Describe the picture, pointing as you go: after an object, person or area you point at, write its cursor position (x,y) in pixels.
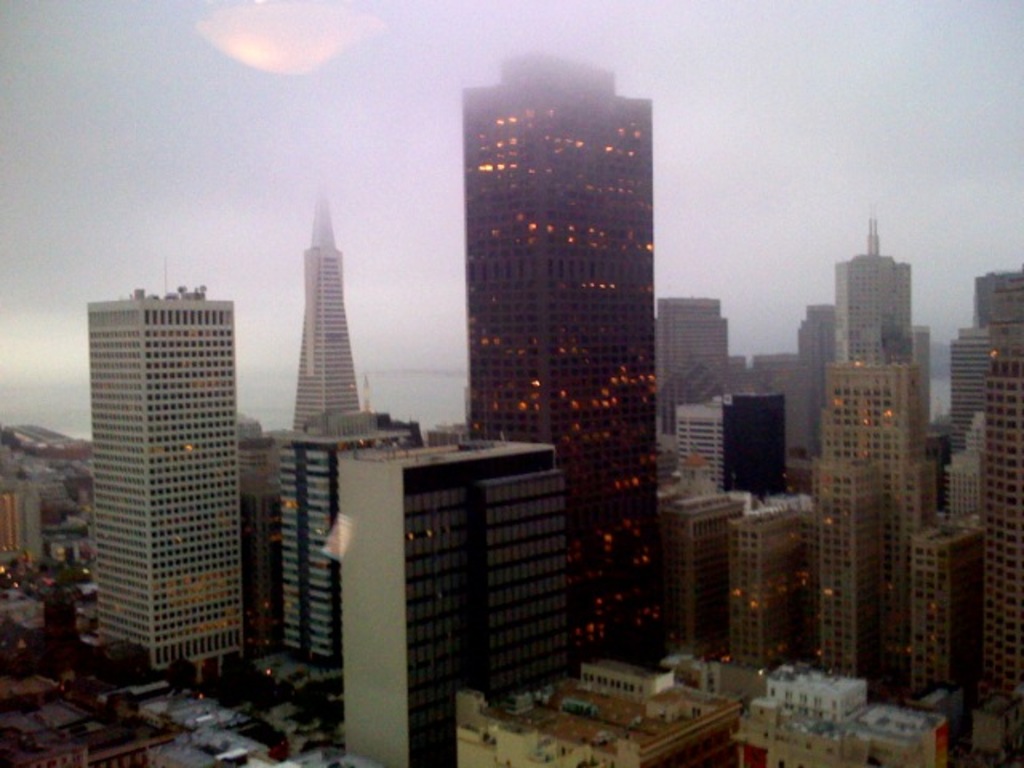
In this image I can see few buildings (441,615) in white, cream and black color. I can also see few lights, trees (304,679) and the sky (243,133) is in white color.
